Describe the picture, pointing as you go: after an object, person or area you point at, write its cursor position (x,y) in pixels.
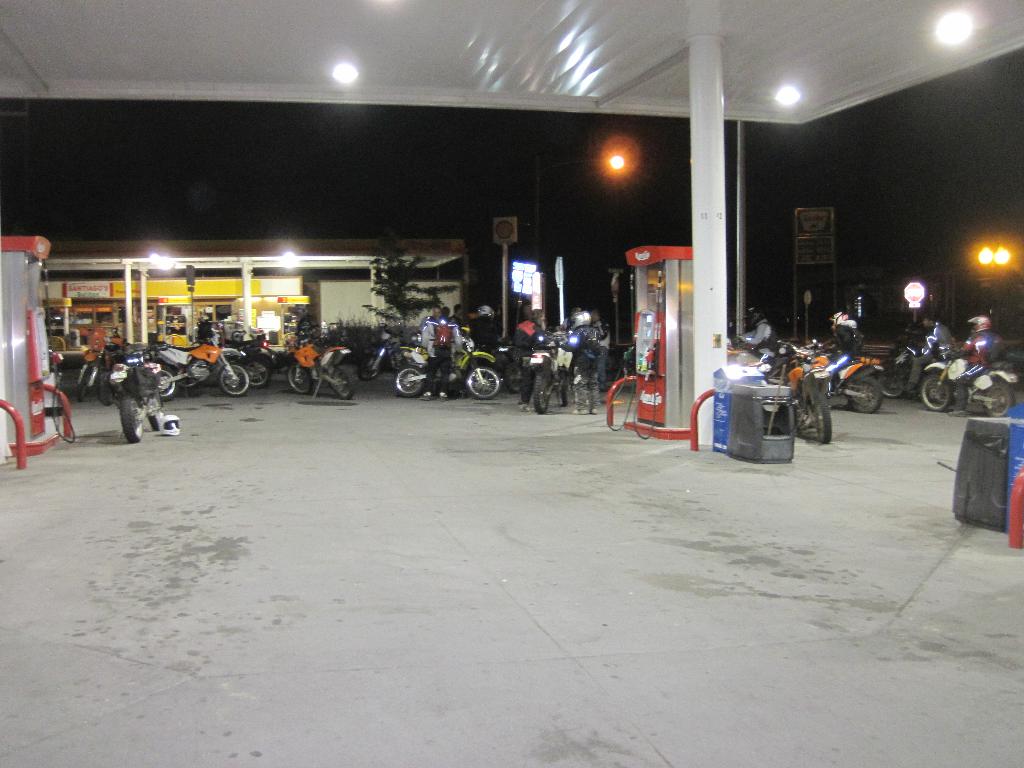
In this picture there are bikes (1012,379) in the image and there are petrol engines (644,267) on the right (683,401) and left side of the image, there are lamps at the top side of the image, there is a shed (333,291) and plants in the background area of the image (428,314) and there is a sign pole (820,258) in the background area of the image (795,267), there are boxes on the floor (48,592).
